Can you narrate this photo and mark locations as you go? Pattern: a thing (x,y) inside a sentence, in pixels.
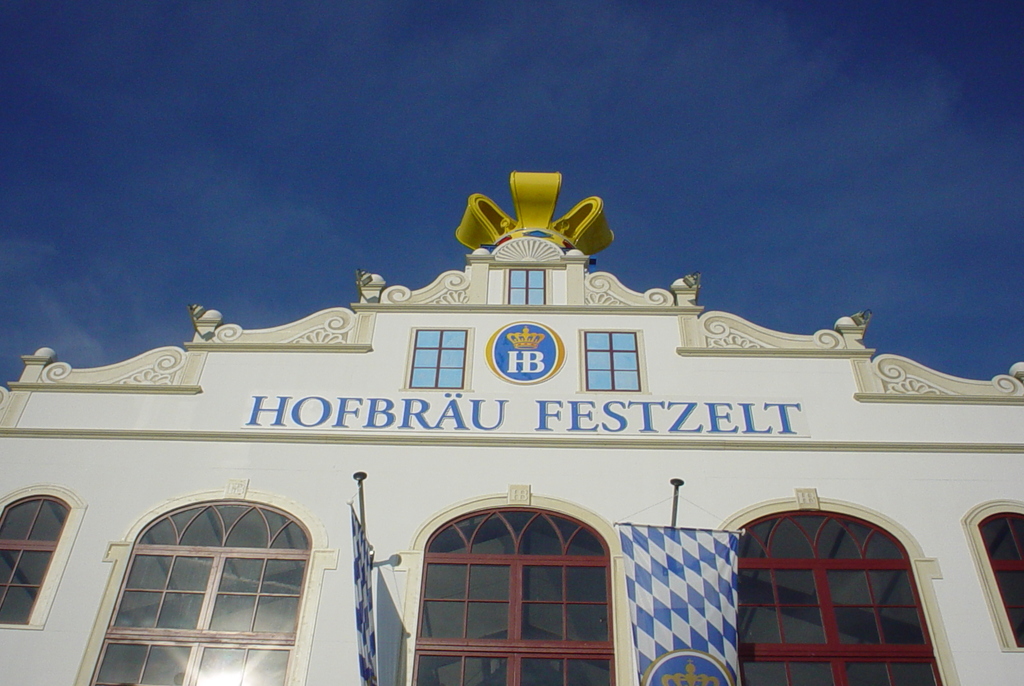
In this image I can see a building (358,399) in white color. I can also see two banners (646,599) in blue and white color. Background (231,181) I can see sky (393,199) in blue color.
